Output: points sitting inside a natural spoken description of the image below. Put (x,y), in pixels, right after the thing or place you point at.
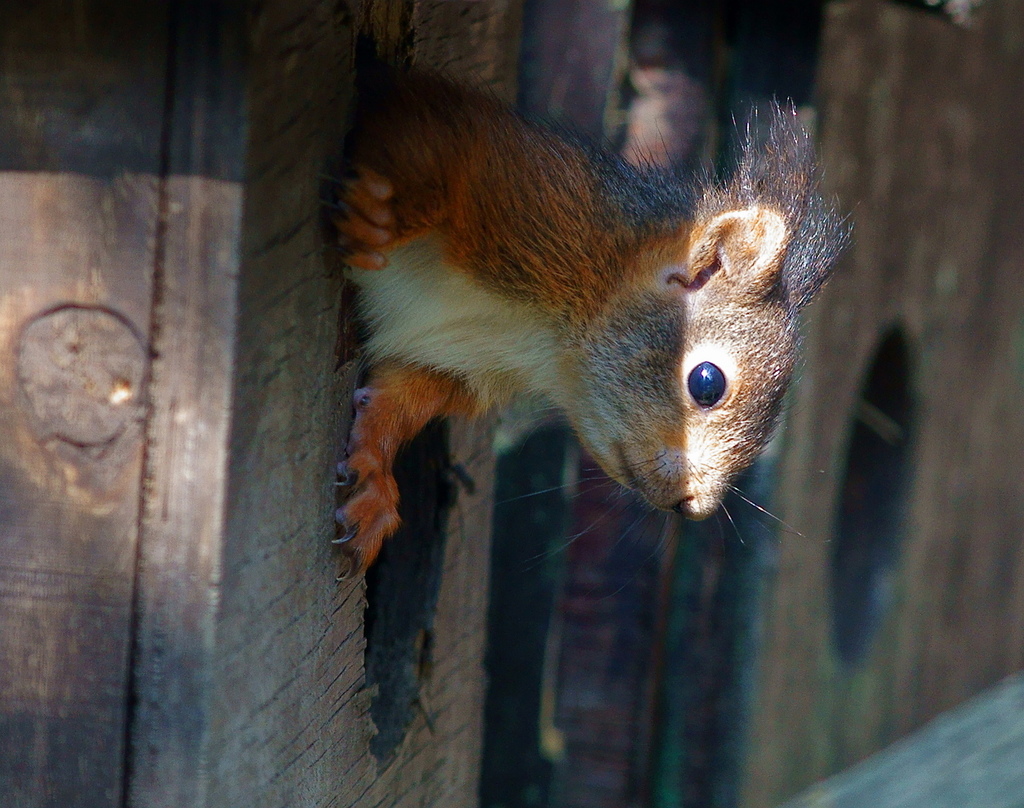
In this image in the center (455,352) there is one animal (534,299) and there is a wooden wall (891,192), at the bottom (945,767) there is a walkway (959,755).
